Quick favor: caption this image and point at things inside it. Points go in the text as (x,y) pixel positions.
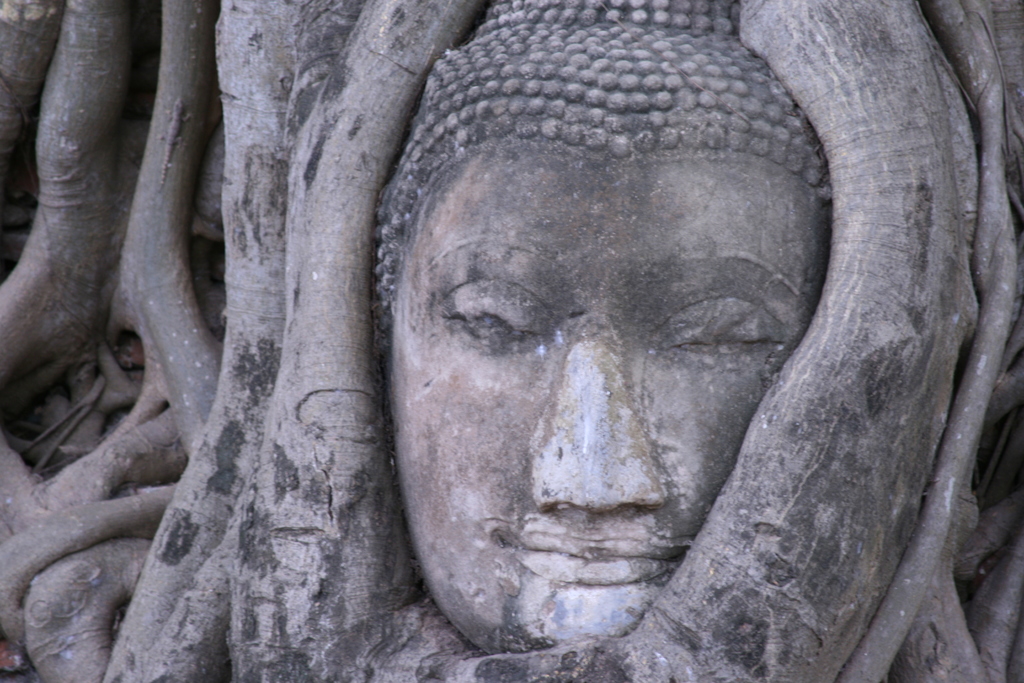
In this image we can see a sculpture (519,315) in a tree (150,449).
